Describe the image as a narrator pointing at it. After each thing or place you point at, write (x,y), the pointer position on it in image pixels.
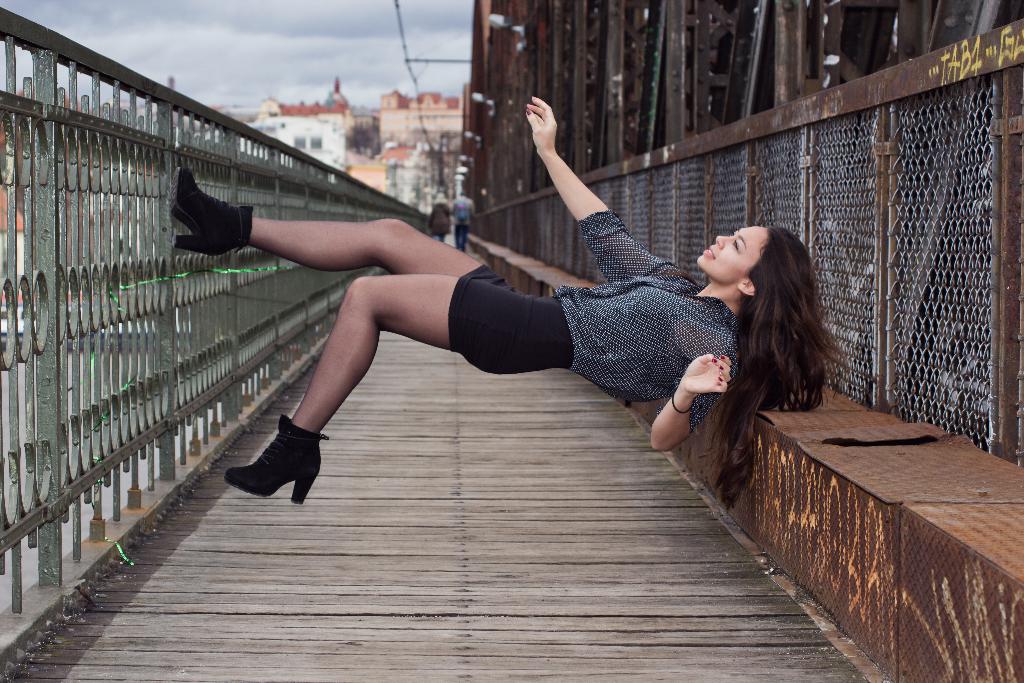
In this image in the center (435,333) there is a woman (529,308). In the background (340,145) there are buildings (345,133) and the sky (350,61) is cloudy. On the left side (189,292) there is a fence (169,348).
